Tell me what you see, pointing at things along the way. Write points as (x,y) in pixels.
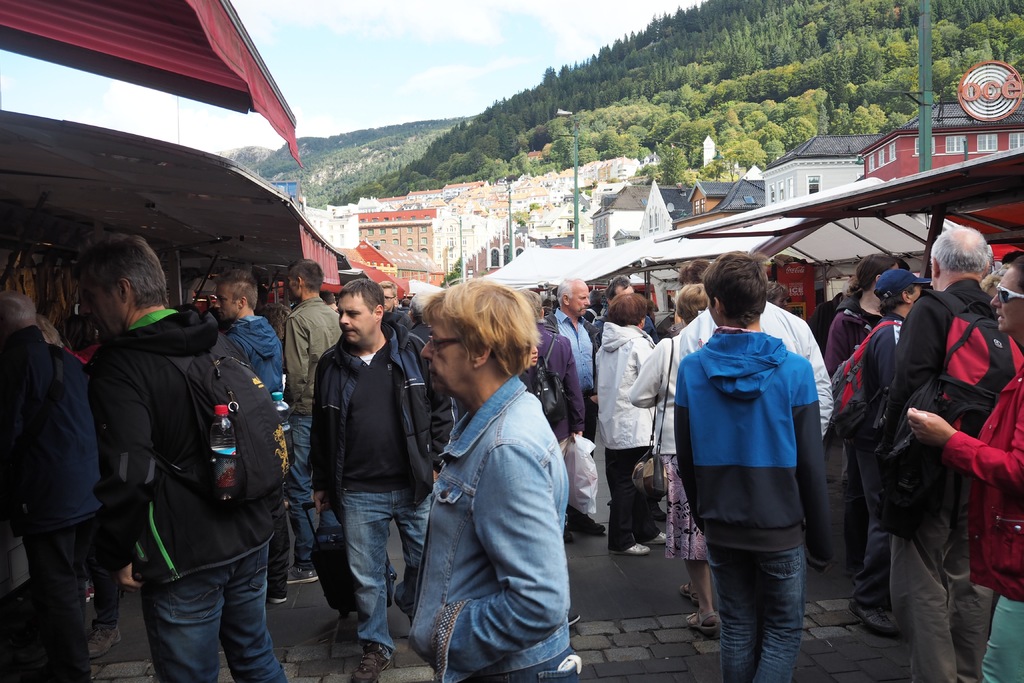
In this image I can see group of people (397,439) are standing among them some are carrying bags (956,412). In the background (545,168) buildings (549,224), poles (576,192), trees (581,149) and the sky (380,92).
